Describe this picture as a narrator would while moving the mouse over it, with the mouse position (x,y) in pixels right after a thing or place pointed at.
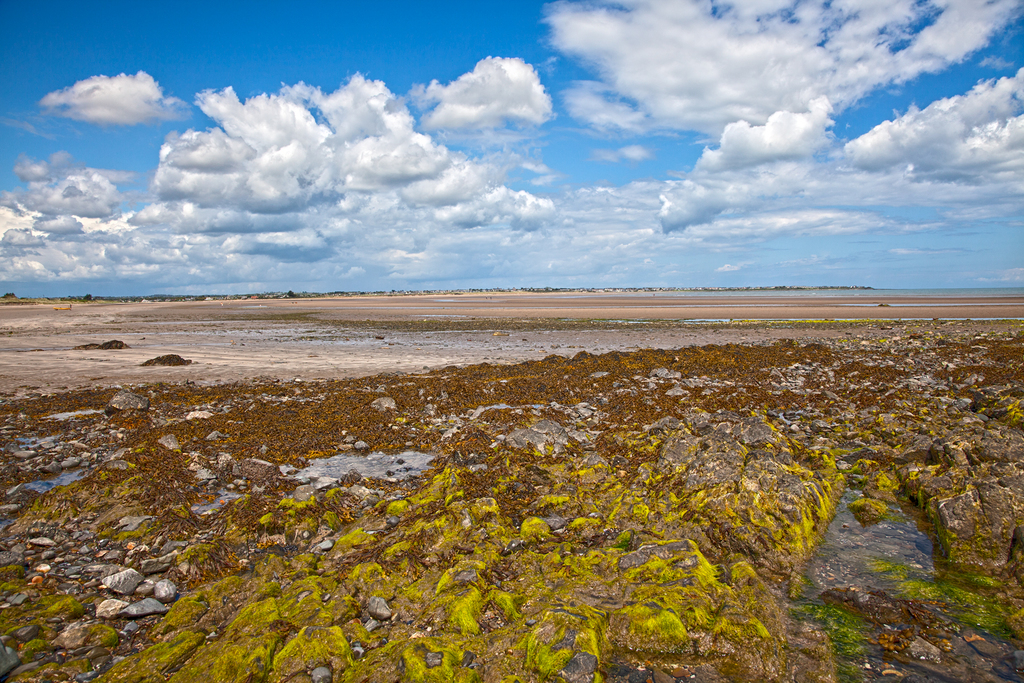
In this picture we can see few stones (661,585) on the ground (434,579) and in the background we can see sky (7,262) with clouds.
